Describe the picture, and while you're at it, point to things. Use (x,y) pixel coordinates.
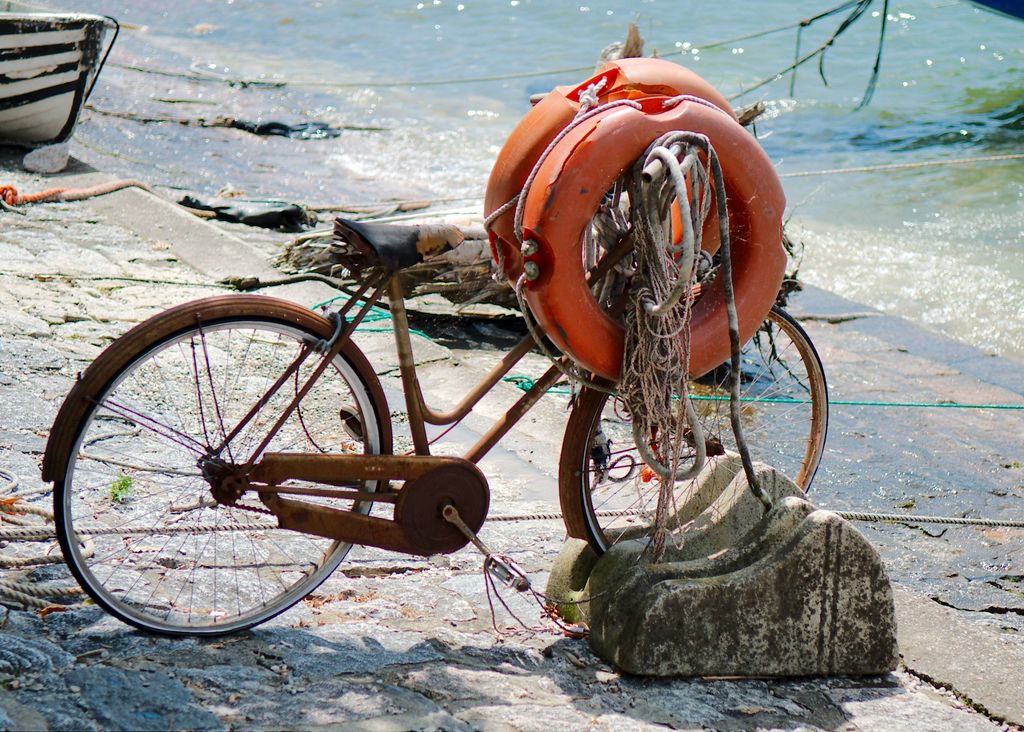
In this image there is road (537,683) at the bottom (537,683). There are ropes (45,199), there is an object (52,126) on the left corner (61,104). There is a bicycle (384,539), there are objects (557,348) in the foreground (427,545). There is water (787,57) in the background (466,119).
